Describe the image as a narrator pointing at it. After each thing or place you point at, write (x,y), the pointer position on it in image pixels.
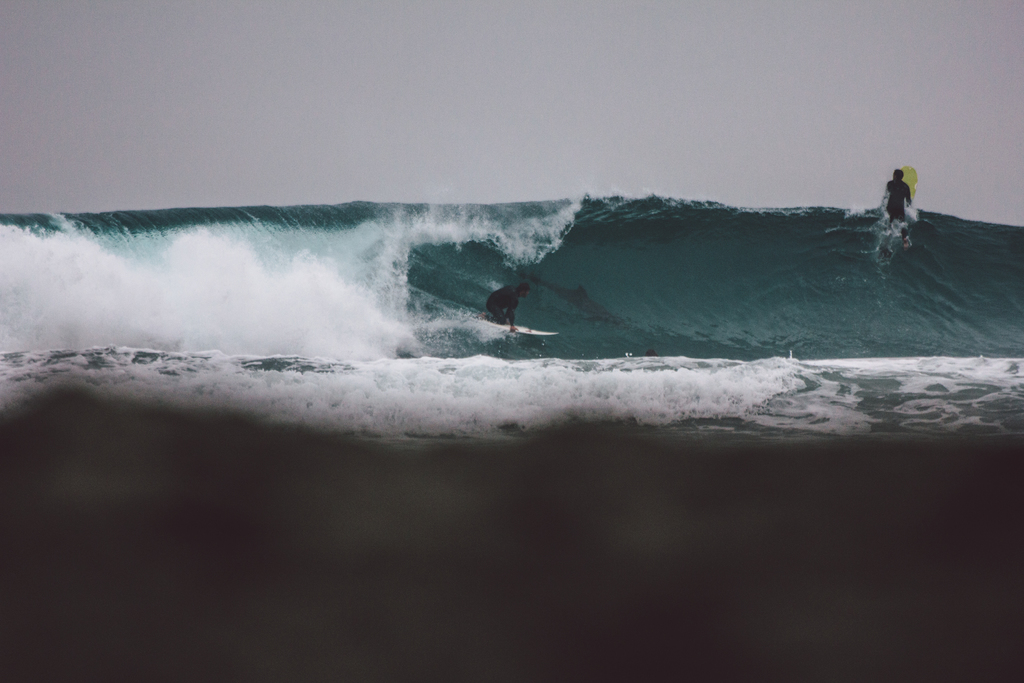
In this image two people (499,297) are surfing on water body (446,386). The sky (346,112) is clear.
